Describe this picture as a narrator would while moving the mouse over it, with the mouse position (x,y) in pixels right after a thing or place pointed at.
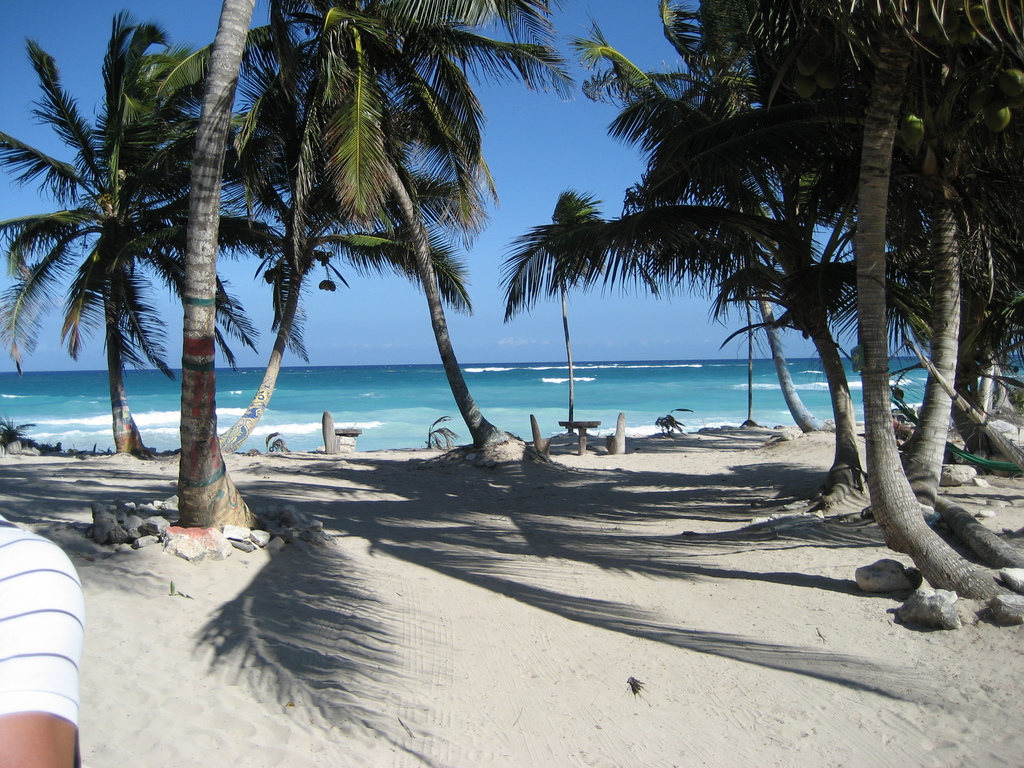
In this image we can see the sea (339,422), some coconut trees (975,383) with coconuts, some plants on the surface (98,481), one person shoulder (69,752), some cement poles (326,416), some sand (308,462), one board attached to one tree (879,363), one object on the surface (699,509) and at the top (67,71) there is the sky (847,348).
